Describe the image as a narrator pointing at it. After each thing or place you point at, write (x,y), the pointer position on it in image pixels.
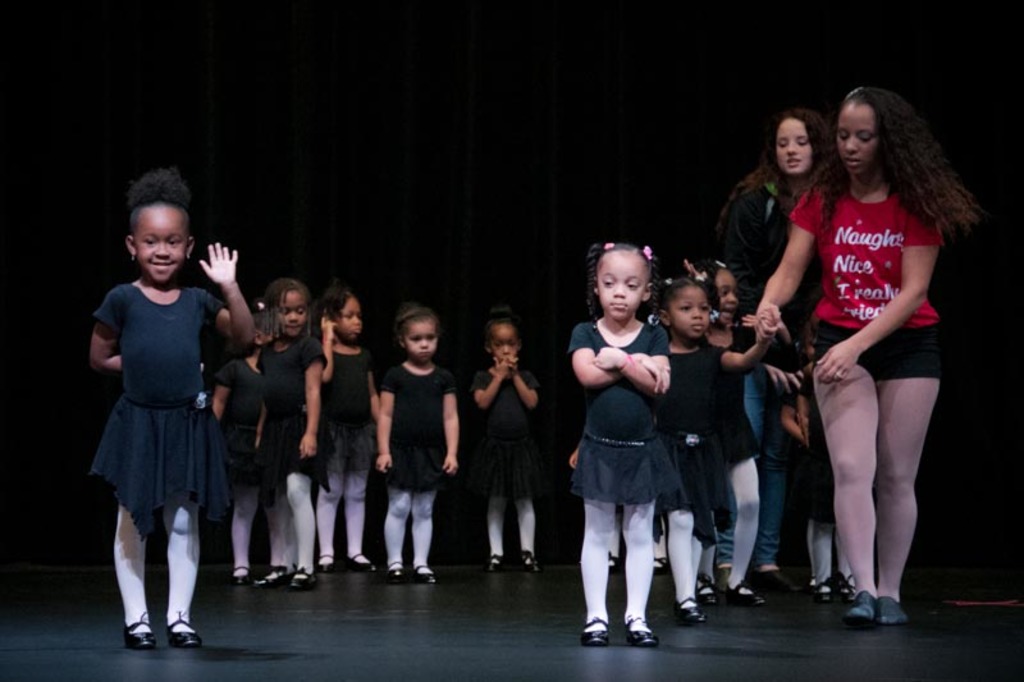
In this image we can see a group of children (530,385) wearing black dress (247,377) are standing on the floor (300,655). To the right side of the image (907,318) we can see two women (913,301) standing. In the background (156,129), we can see curtain (172,117).
